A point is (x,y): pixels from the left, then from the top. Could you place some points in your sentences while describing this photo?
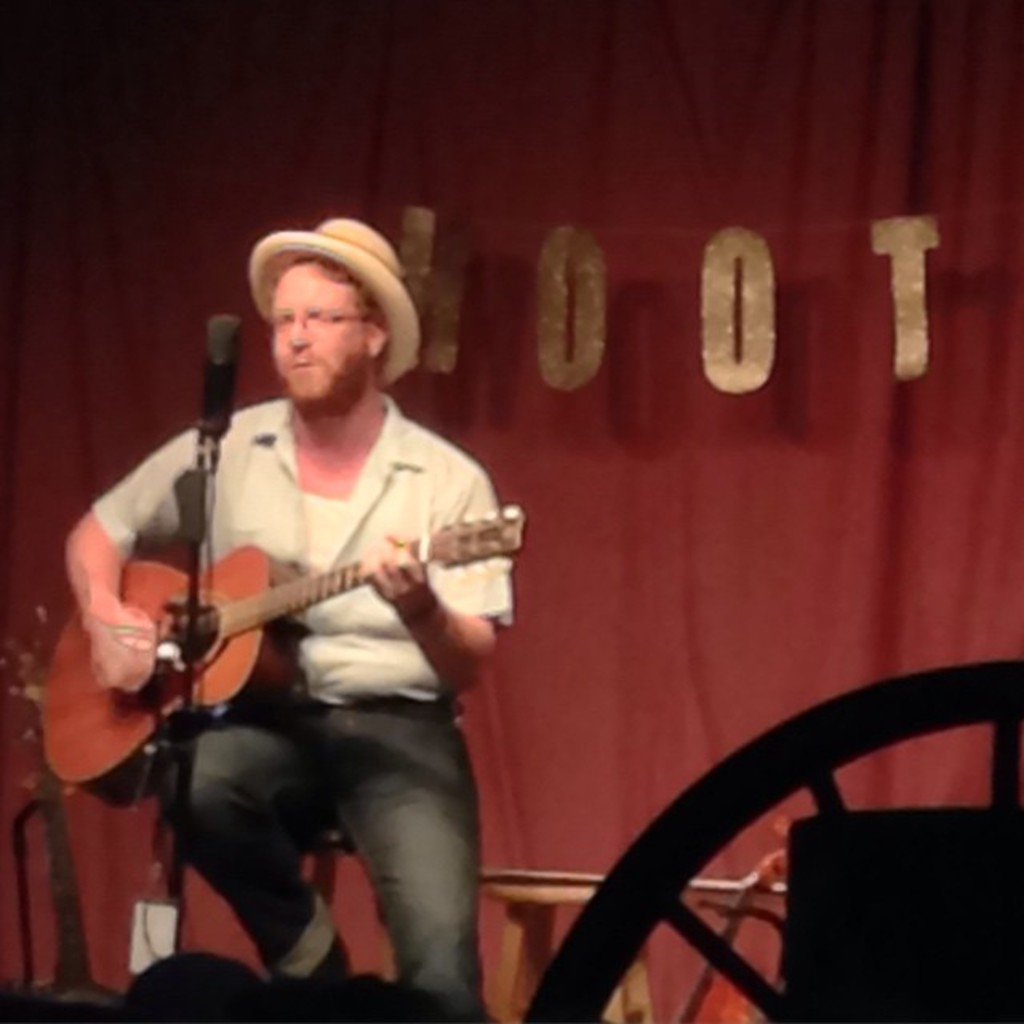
In this picture there is a man (334,360) who is sitting on the chair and there is a mic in front of him and he is holding the guitar (220,694) in his hand (113,659), it seems to be a music event and he is wearing a hat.
